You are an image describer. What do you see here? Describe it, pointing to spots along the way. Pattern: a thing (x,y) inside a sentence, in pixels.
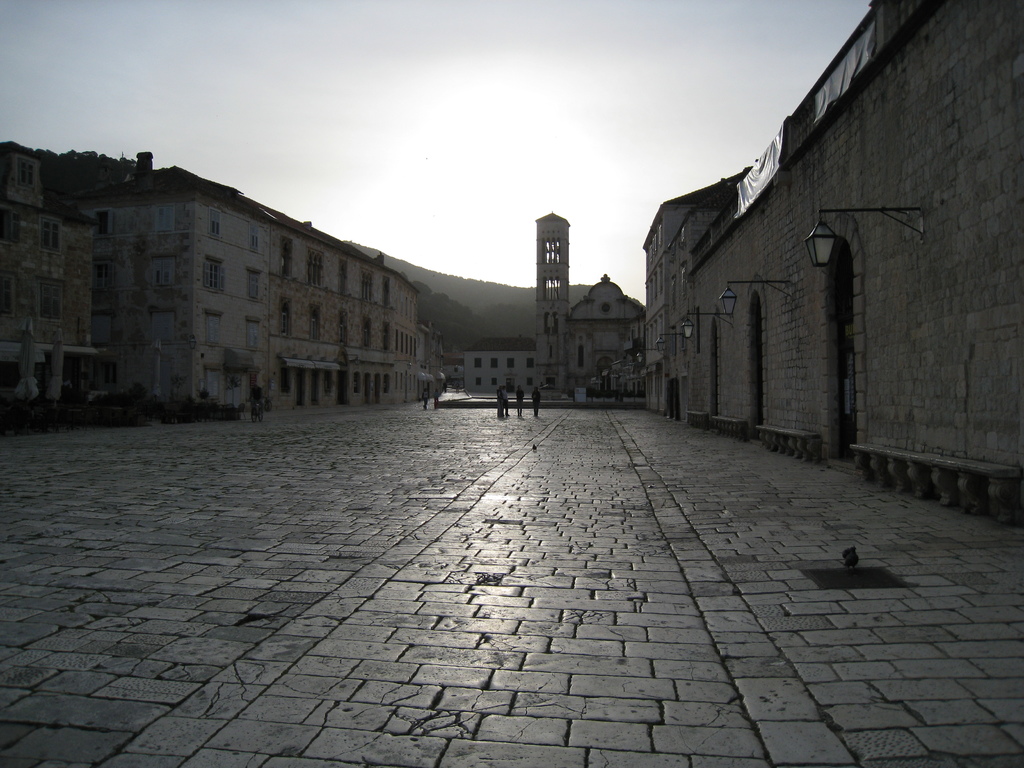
This picture shows few buildings (782,220) and we see people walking and we see plants (133,400) and few lights (689,331) hanging to the wall (665,338) and we see a cloudy sky (513,99) and trees (463,294).
